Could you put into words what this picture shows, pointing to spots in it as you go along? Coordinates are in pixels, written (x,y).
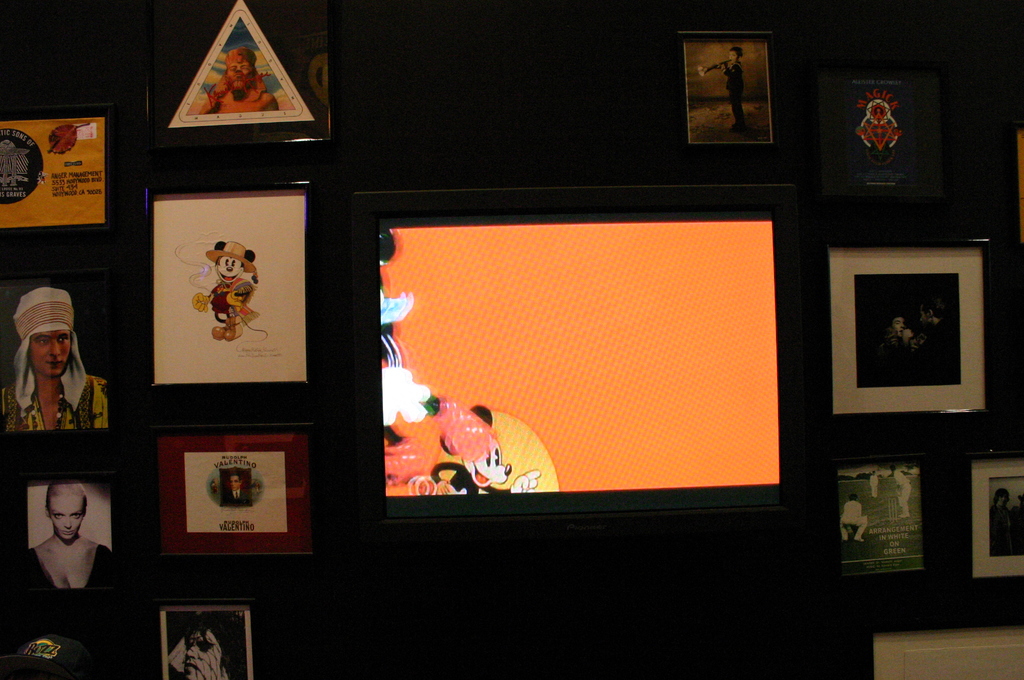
In the given picture, I can see a black color wall (789,40) and few images (188,83) which is sticked to the wall (533,93) towards right (909,562) i can see a picture (912,496) of cricketers (894,469) in image (872,506) and also i can see a television (543,506) next i can see a Mickey mouse (477,477).
